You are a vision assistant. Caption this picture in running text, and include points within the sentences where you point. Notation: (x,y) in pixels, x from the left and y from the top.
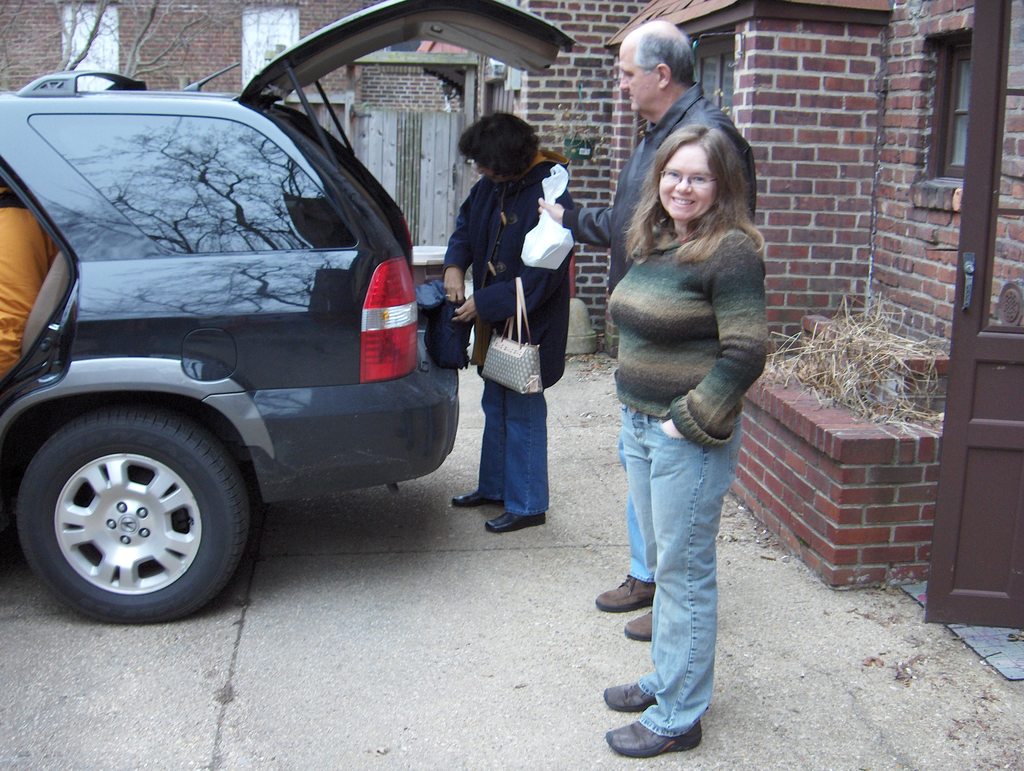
In this picture I can see three persons (715,469) standing, there is a vehicle (331,422), there are branches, and in the background (380,83) there is a building (248,8).
